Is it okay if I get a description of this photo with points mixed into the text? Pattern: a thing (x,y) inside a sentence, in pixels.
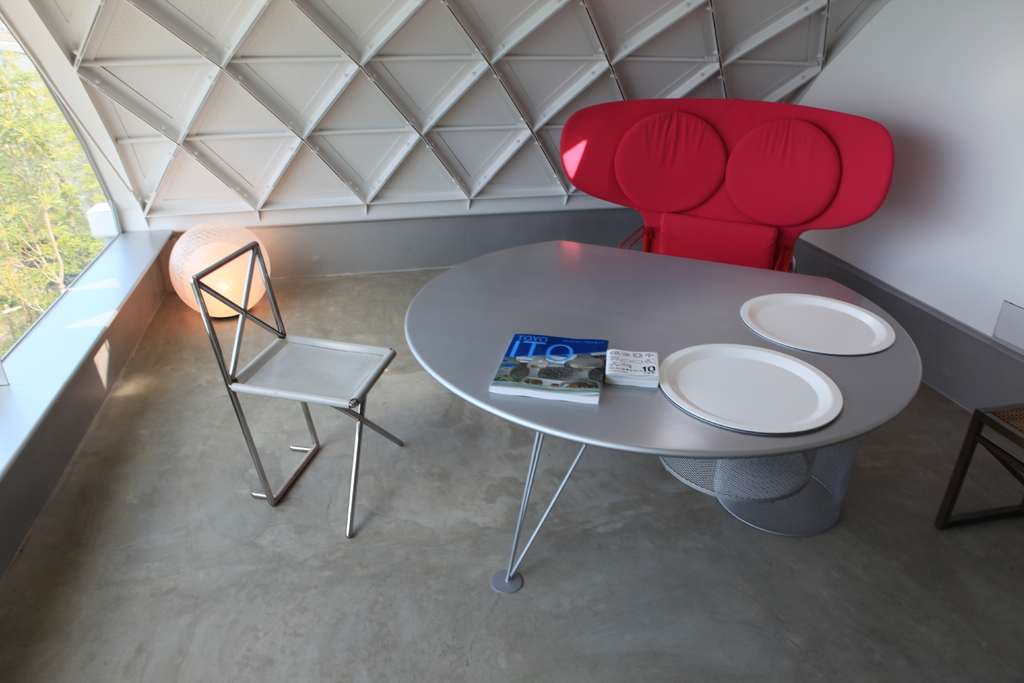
There is a table (442,356) chair (328,395). On the table (520,398) there are books (644,370) and plates (741,366). In background (888,86) there is a wall (864,56). In corner there is a table lamp (216,258). On the left side (37,215) there are trees (45,244).
